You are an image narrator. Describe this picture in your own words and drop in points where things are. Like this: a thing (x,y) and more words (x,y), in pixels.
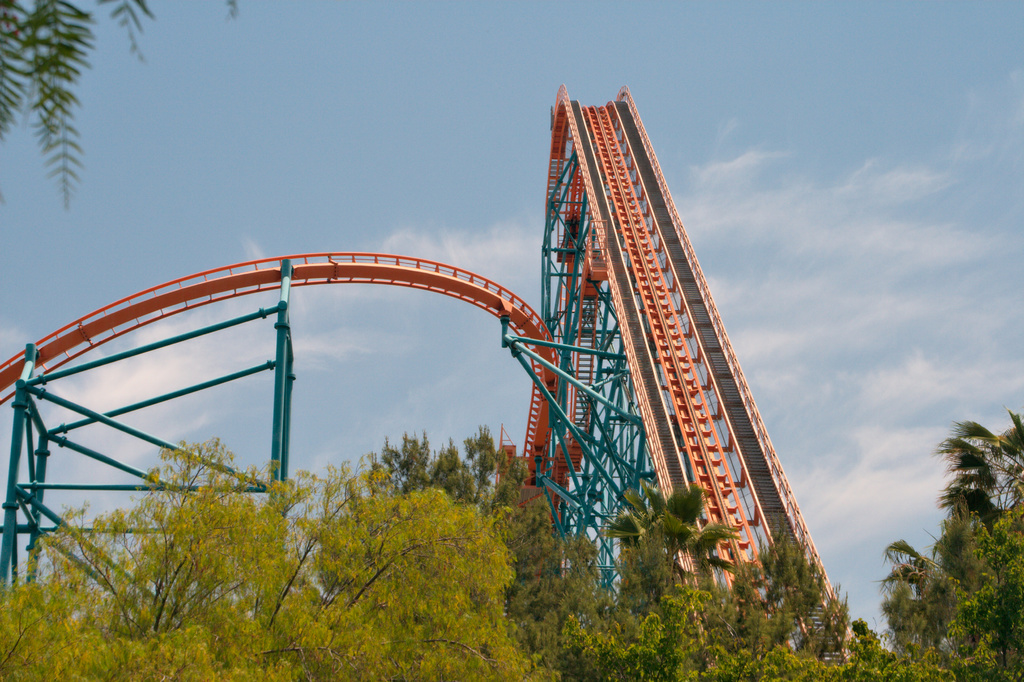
In this image we can see a rollercoaster hump (685,307) and some poles (279,357). In the foreground (296,626) we can see a group of trees (705,619) and in the background (834,338), we can see the cloudy sky (408,316).
